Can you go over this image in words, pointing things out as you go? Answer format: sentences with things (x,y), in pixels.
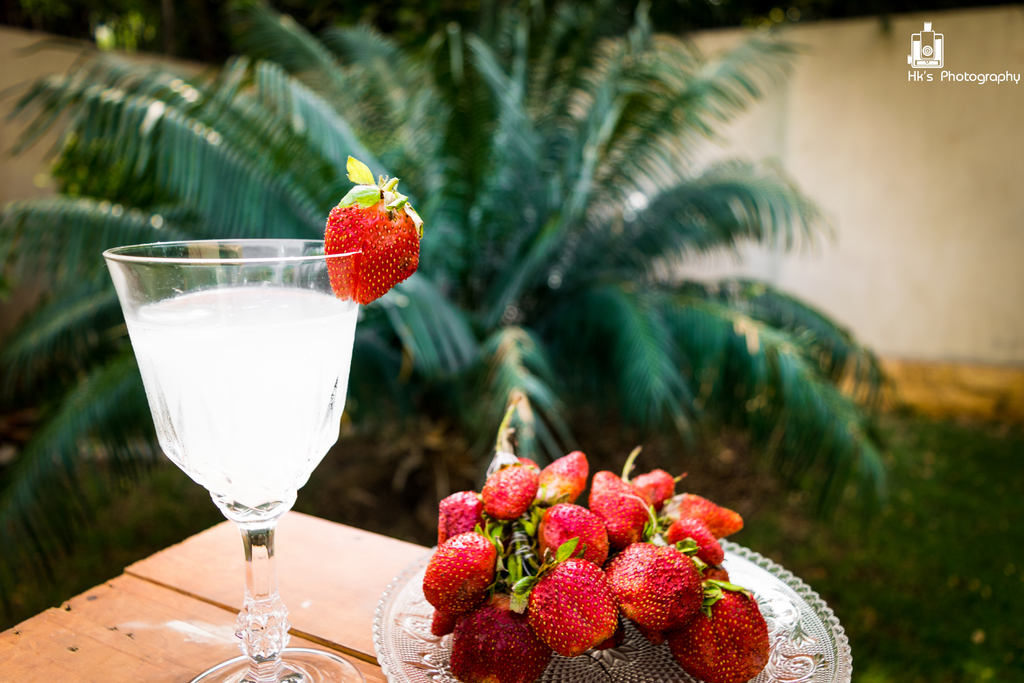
In this picture I can see there is a juice glass (249,317) with a strawberry (399,269). There are few strawberries (565,602) placed on a plate (387,624) and they are placed on the wooden table (201,592).
